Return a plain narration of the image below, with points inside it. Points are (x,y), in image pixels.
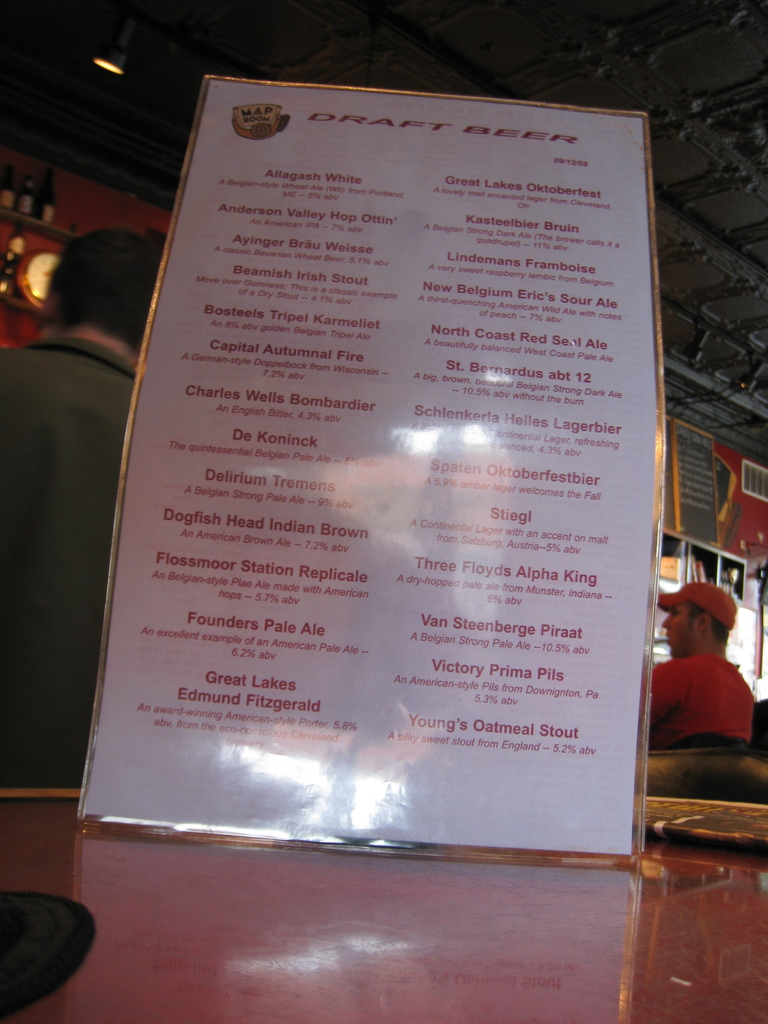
In this image we can see a menu (416,513) with a picture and some text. In the background of the image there are persons (53,660), bottles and other objects (693,525). At the top of the image (235,36) there is the ceiling (569,11). At the bottom of the image (324,874) there is the surface (402,982) and an object (74,921).
